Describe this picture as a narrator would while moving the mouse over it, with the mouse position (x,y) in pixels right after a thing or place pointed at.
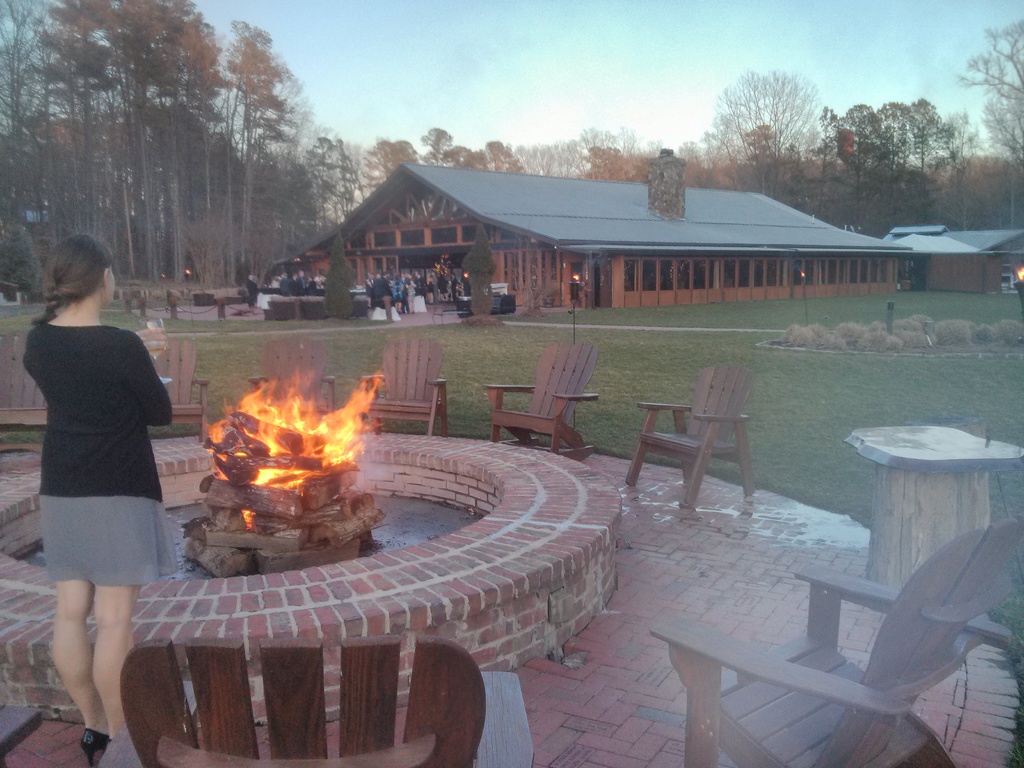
In the left bottom of the image (62,532), there is a woman (62,565) standing in front of the circular wall (167,452) in which wood (256,502) is fired. In the bottom of the image (301,716), there are two chairs (711,641) and in front of that wall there are chairs (516,412) made up of wood (708,435). In the left (167,89) and both side of the image there are trees (955,161) visible. In the middle of the image (355,267), there is a house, in which group of people (389,279) are standing. In the background (324,55) top of the image (643,37), there is a sky (549,47) in blue color. It looks as if the image is taken during day time.
